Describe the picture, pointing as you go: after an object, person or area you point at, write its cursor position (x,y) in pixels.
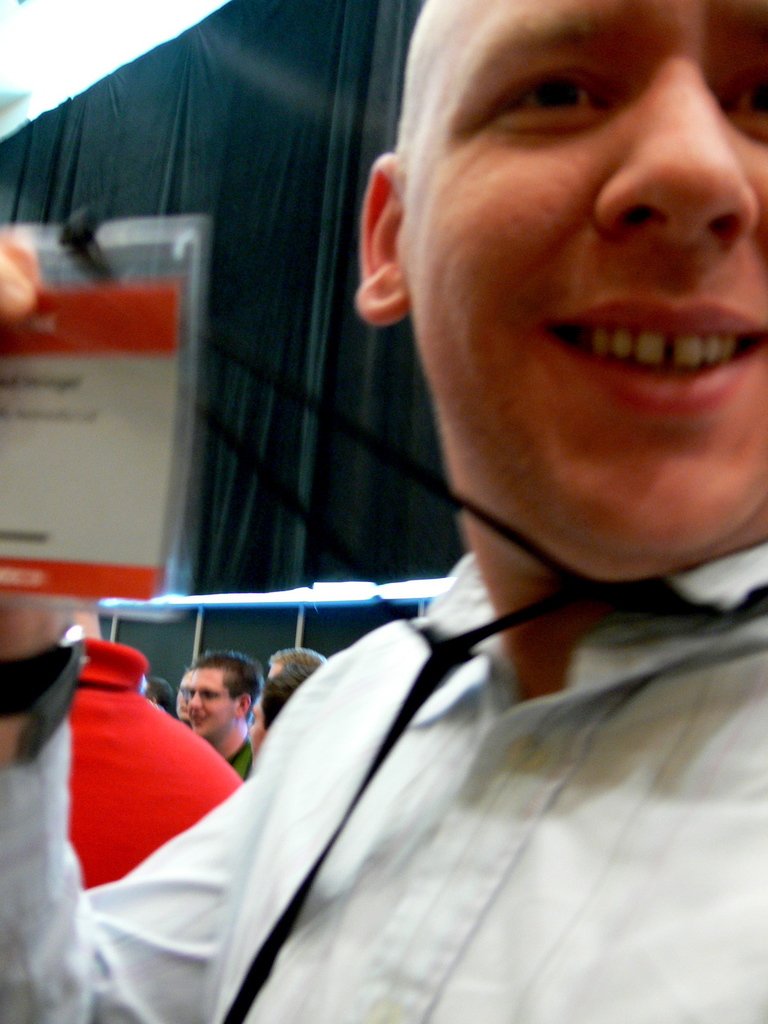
In this picture I can see a person (385,642) with a smile. I can see a few people (309,671) in the background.
